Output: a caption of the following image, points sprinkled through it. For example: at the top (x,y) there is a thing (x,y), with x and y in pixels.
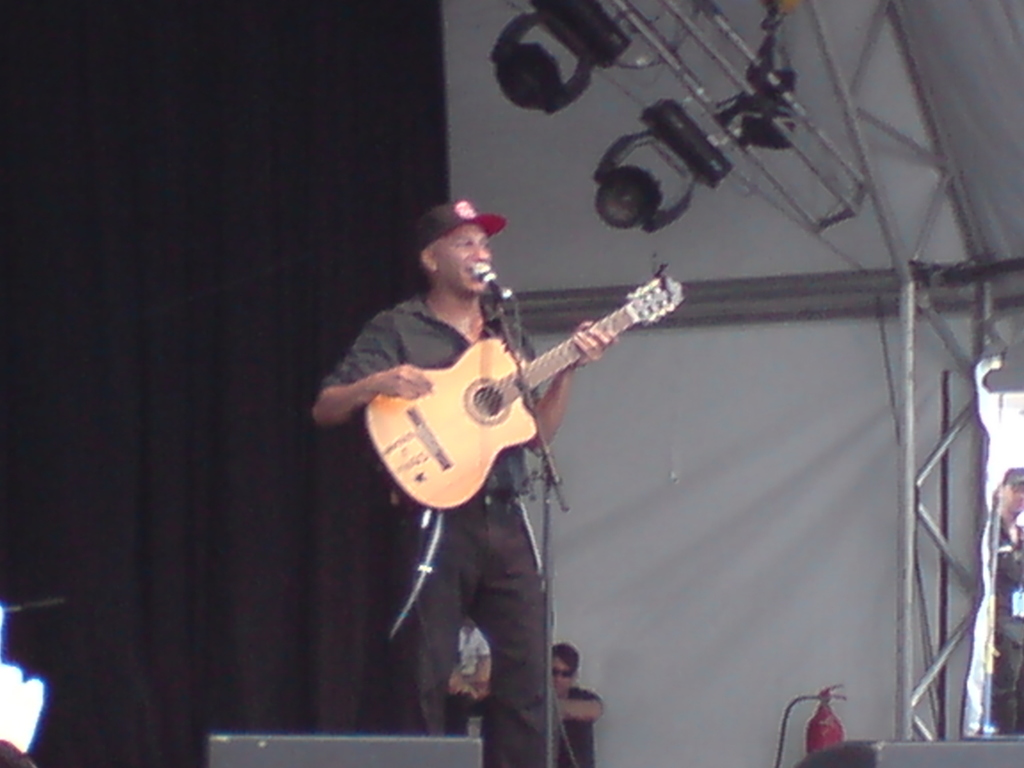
In this image I can see four members (479,334). In front (449,402) the man (443,347) is standing and holding a guitar (474,393). There is a mic (499,299) and a stand (539,438). At the background (352,290) there is a curtain (304,311).
